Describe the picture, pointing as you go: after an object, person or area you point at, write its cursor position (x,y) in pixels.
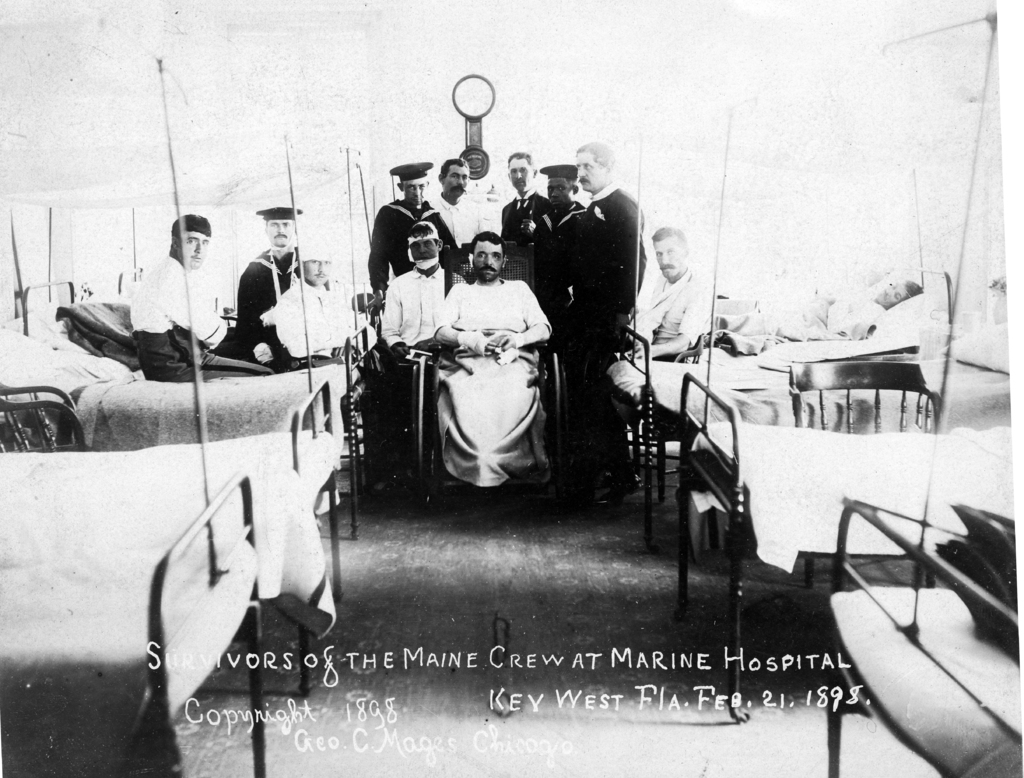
In this picture we can see some people (289,253) sitting on bed (105,394), sleeping on bed (937,295) and some are sitting on wheel chair (434,397) and some are standing on floor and background (481,145) we can see watch (493,97).
